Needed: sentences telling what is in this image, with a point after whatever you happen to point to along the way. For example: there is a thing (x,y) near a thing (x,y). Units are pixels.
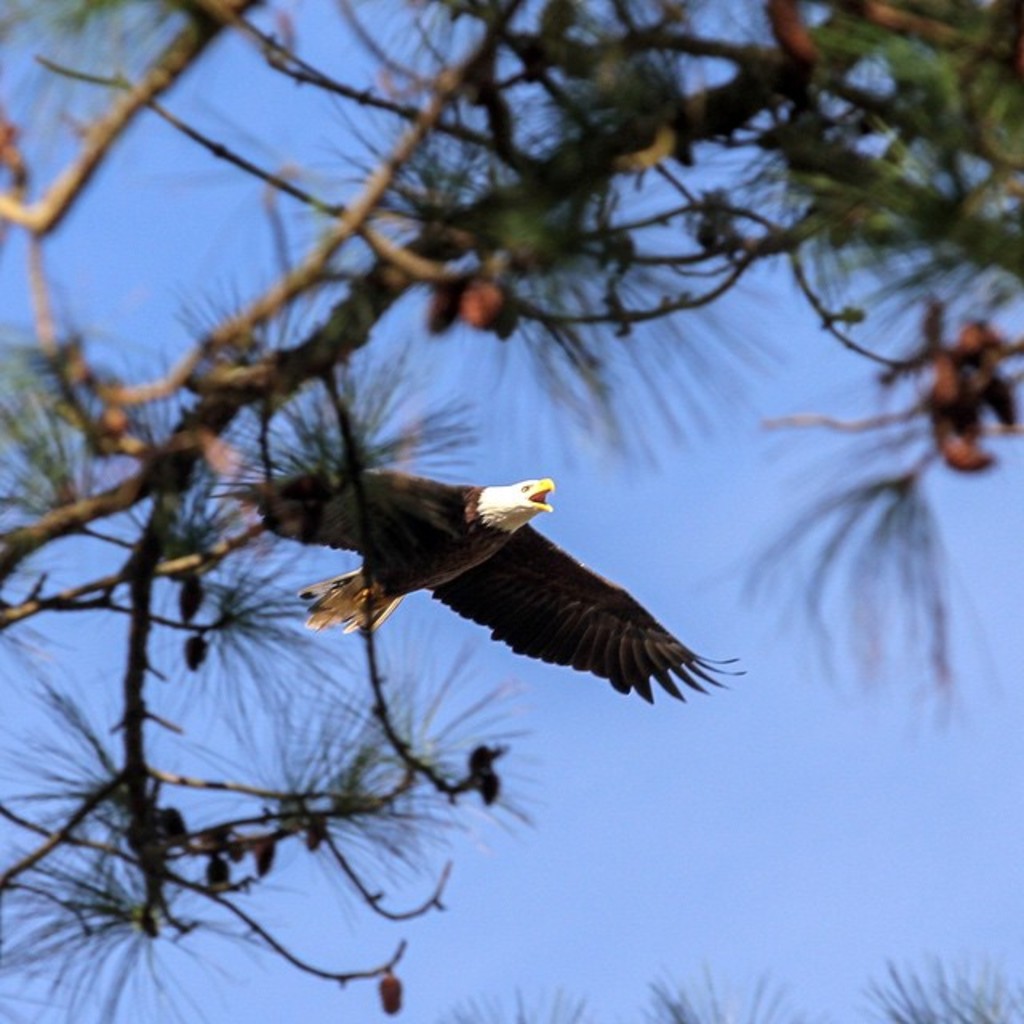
In this picture I can see a tree (949,63), there is an eagle (329,535) flying in the sky (310,677).
